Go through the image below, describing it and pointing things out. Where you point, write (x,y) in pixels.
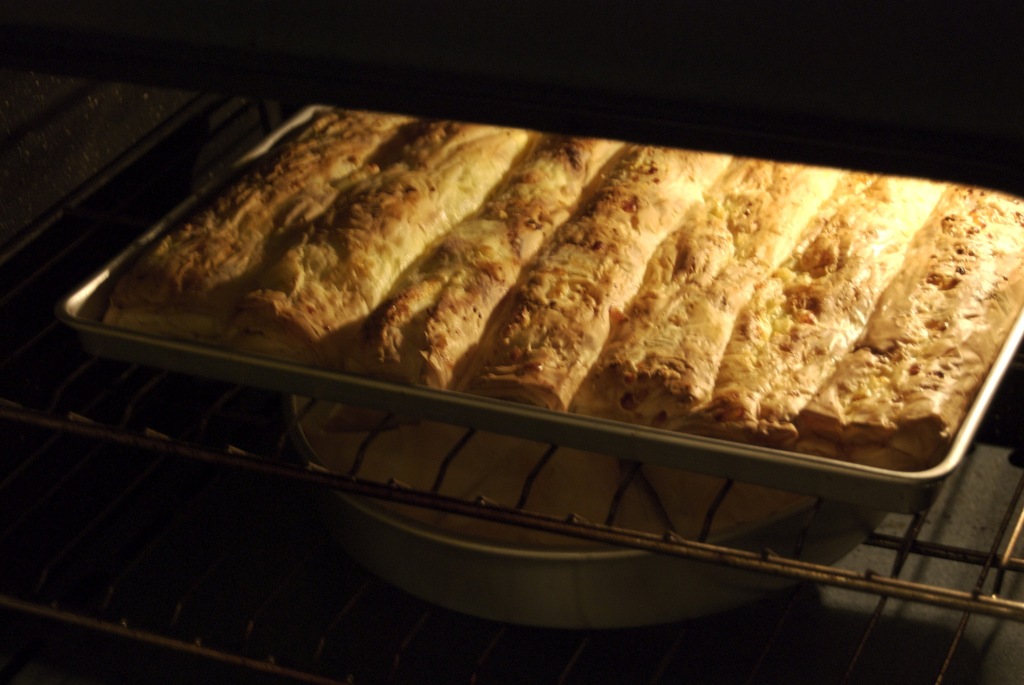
In this image, we can see baking trays (433,586) with food (611,391) on the grills (1009,600). On the left (55,146) and right side of the image (989,661), we can see black color.
